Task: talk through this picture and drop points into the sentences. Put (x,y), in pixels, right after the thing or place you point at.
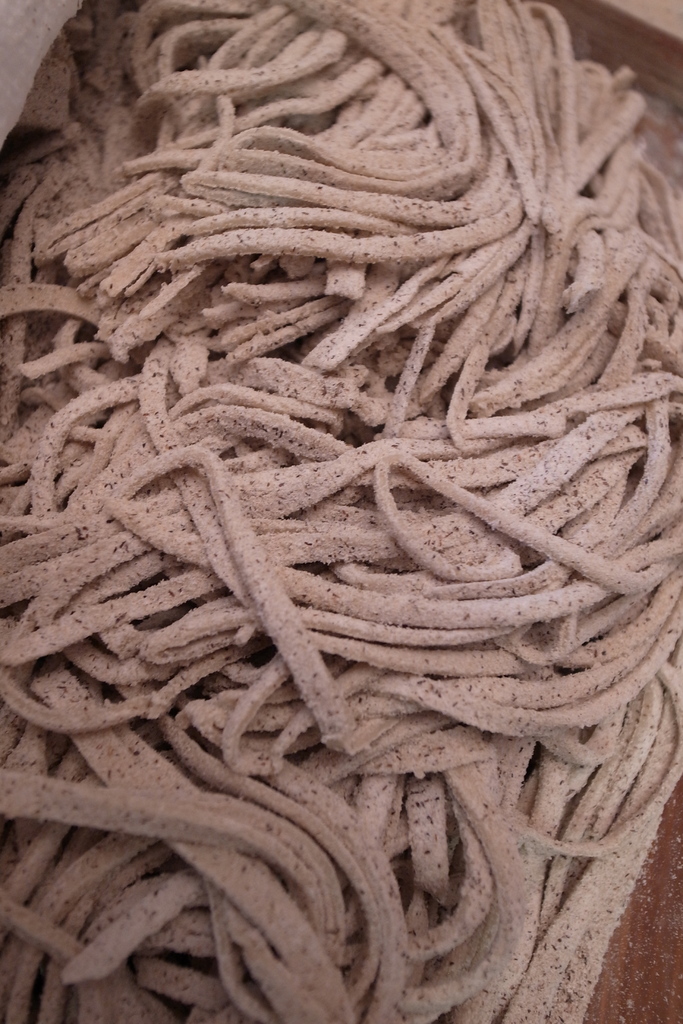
In the image there is a pile of flour strands (346,687) on a table (648,931).
